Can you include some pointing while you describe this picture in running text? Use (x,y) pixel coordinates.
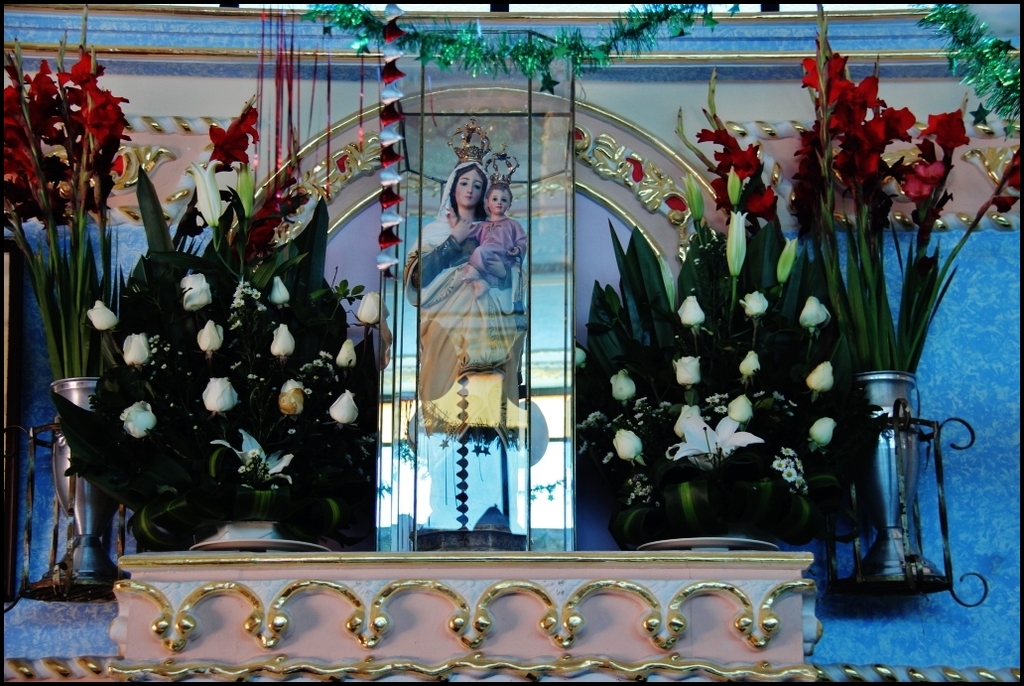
In the image there are many flowers (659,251) and in between the flowers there is a sculpture (470,290) of a woman (460,300) holding a baby (474,256) and the sculpture (436,431) is kept inside a glass box (471,518).
